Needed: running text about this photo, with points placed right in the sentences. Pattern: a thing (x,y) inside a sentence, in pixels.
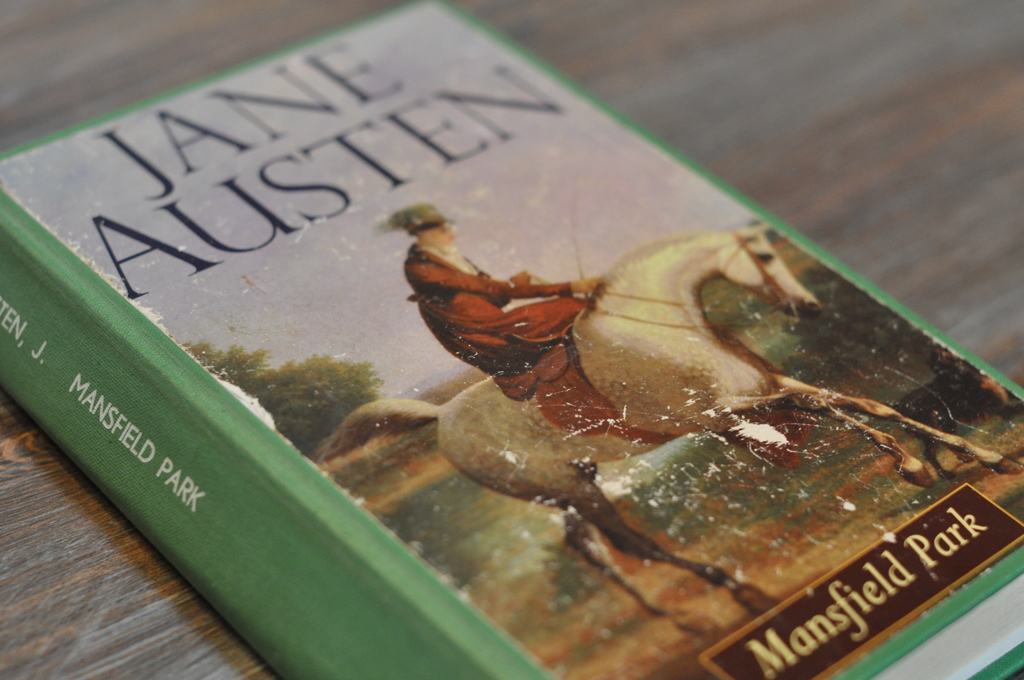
In the picture we can see a book (370,450) on the table (168,644) and the name (951,532) of the book (325,653) is Mansfield Park and above it we can see an image (803,477) of a person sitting on a horse (978,444).
